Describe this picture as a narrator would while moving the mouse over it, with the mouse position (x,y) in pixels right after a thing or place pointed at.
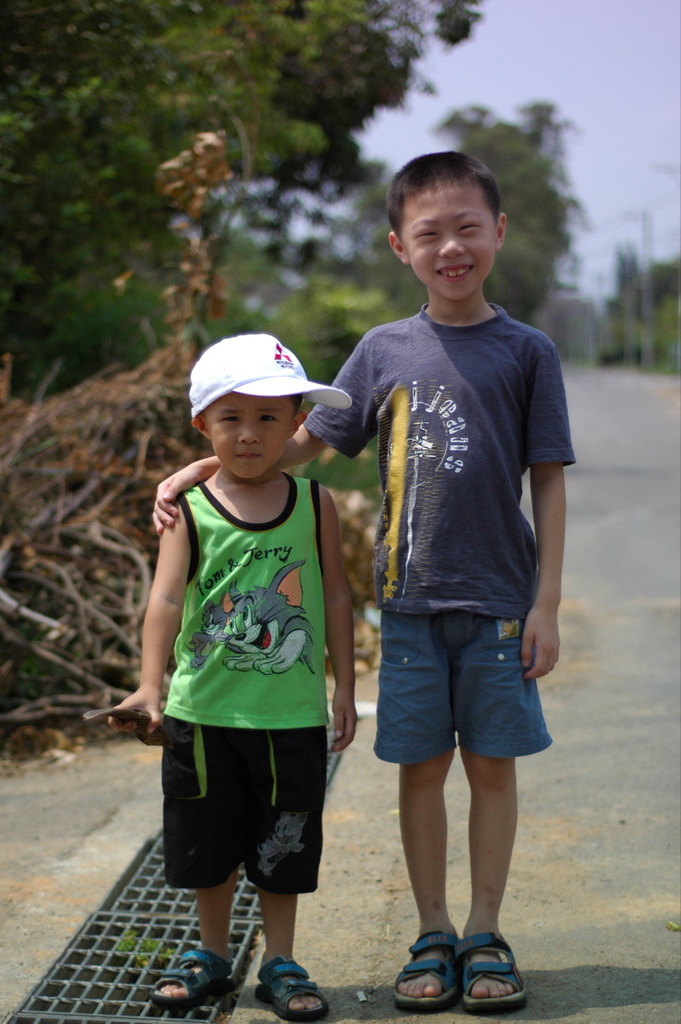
In this image, I can see two boys (303,669) standing on the road (640,683). In the background (401,145), there are trees (388,178) and the sky (544,58).
